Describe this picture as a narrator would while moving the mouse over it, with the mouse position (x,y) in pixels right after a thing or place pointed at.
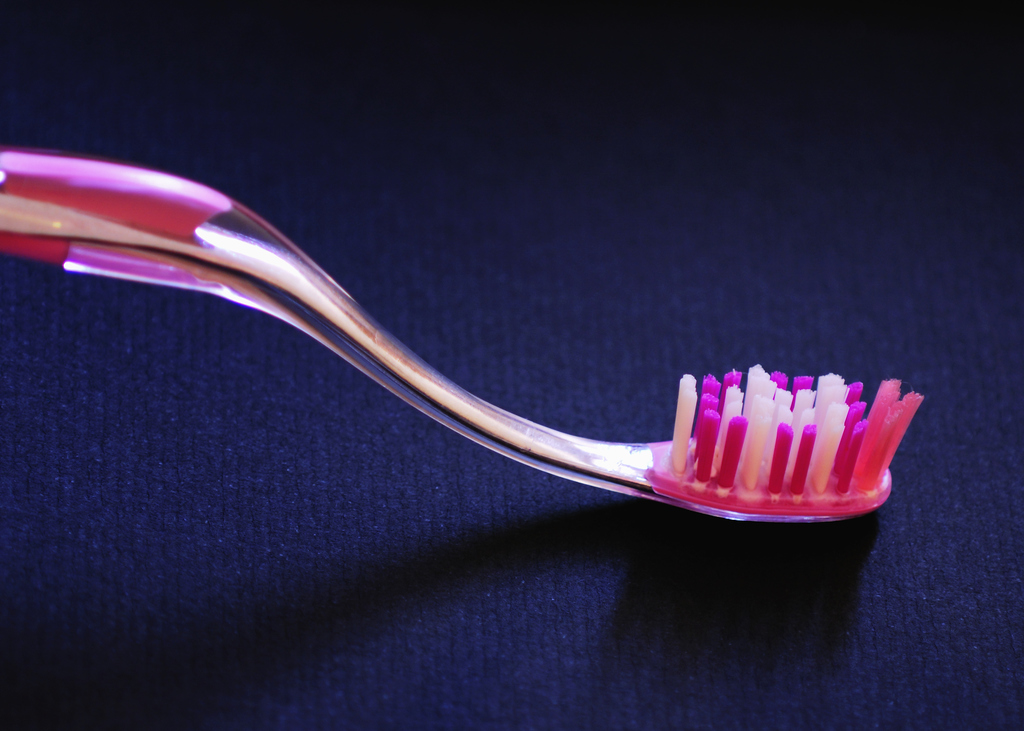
In this image in the center (565,442) there is one tooth brush (88,223), and at the bottom (266,620) it looks like a carpet (358,509) and it is blue in color.
